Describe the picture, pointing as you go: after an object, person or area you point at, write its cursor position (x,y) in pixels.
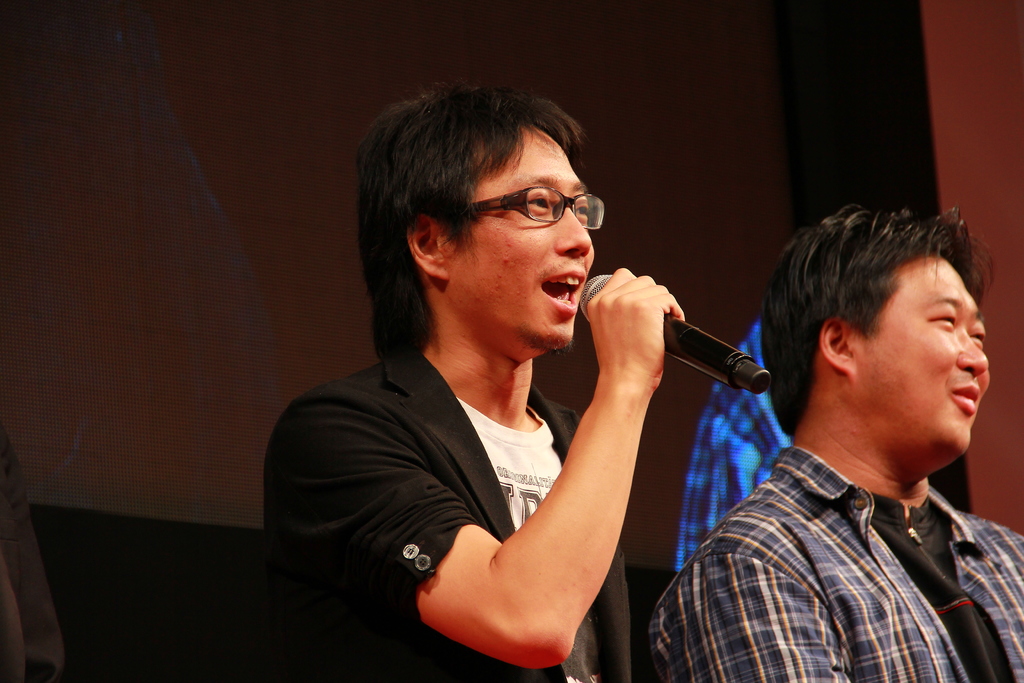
In this image we can see two men (730,581). one man (565,655) is wearing white t-shirt (523,472) with black coat (395,478) and holding mic (688,338) in his hand (661,365). And the other one (907,672) is wearing black t-shirt (906,566) with shirt (811,579).
